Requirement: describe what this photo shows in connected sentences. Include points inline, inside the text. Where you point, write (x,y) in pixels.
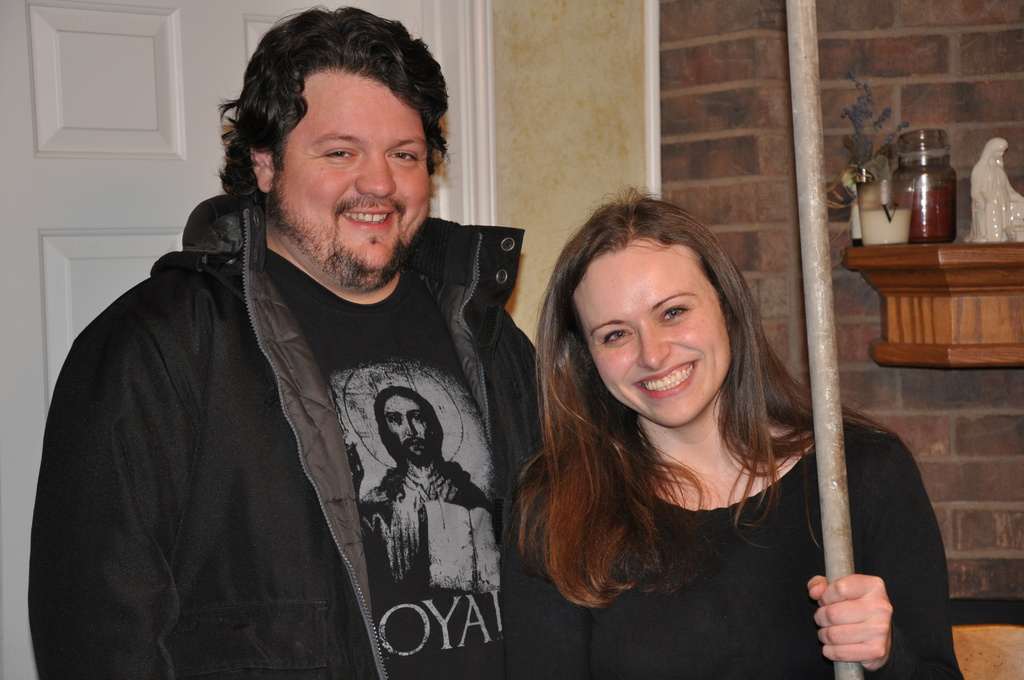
This picture shows about the man (433,304) with beard (378,273) wearing a black jacket (317,550) and t-shirt (394,529) smiling and giving a pose into the camera. Beside we can see a woman (580,531) with black full sleeve t-shirt (807,551) and silky hair (579,430) holding a stick (811,250) in the hand (832,627), Smiling and giving a pose into the camera. Behind we can see brown brick wall (756,146) and on the left side (132,78) you can see a white wooden door (147,172).
